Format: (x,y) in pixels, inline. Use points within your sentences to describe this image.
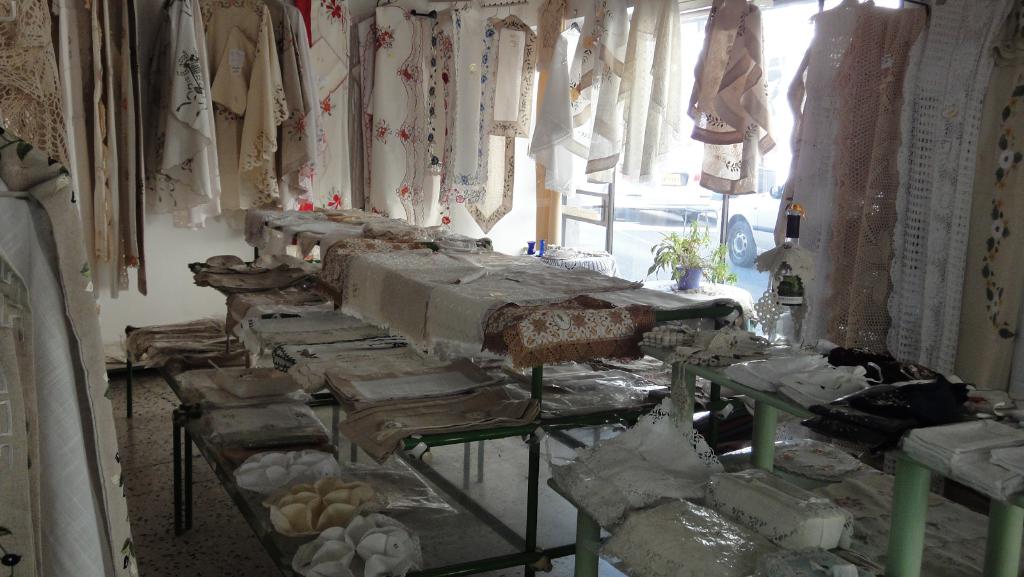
This image consists of a many clothes (101,267) hanged and kept on the table (341,449). At the bottom (228,557), there is a floor (173,561). To the right (746,221), there is a door (727,235) through which cars (737,245) are seen.
